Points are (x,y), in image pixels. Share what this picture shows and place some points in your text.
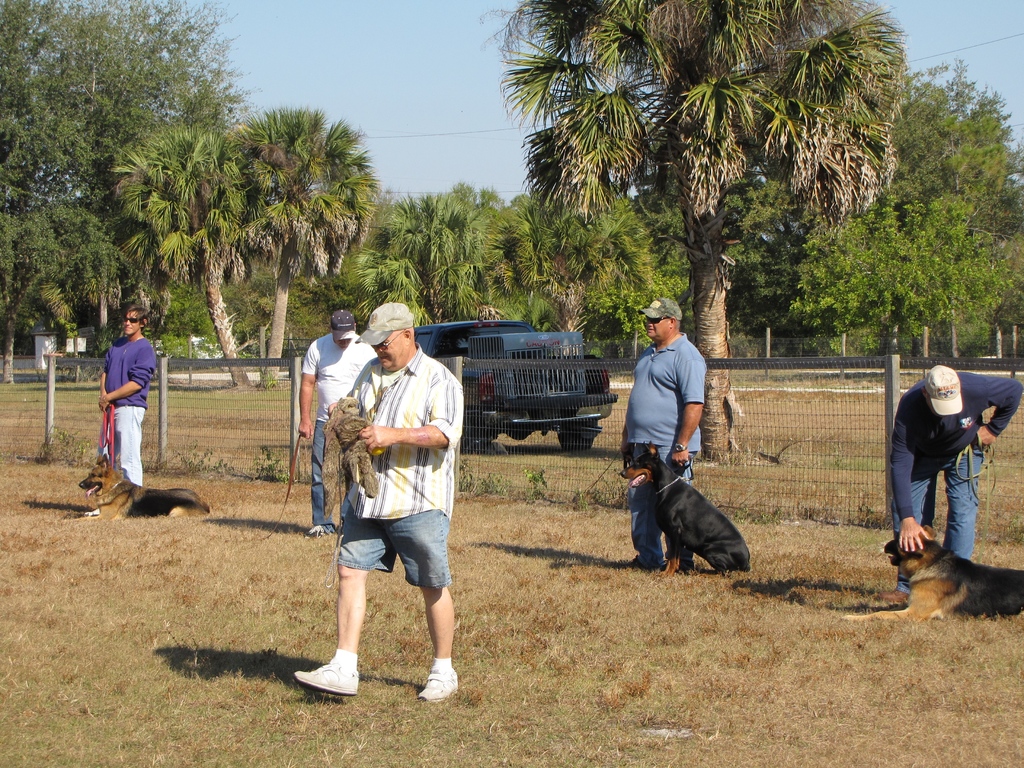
In this image we can see there are people (932,478), dogs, trees (698,163) and grass (473,710). There is a vehicle (446,342) and fencing (858,444). In the background (461,77) we can see the sky (448,139).
